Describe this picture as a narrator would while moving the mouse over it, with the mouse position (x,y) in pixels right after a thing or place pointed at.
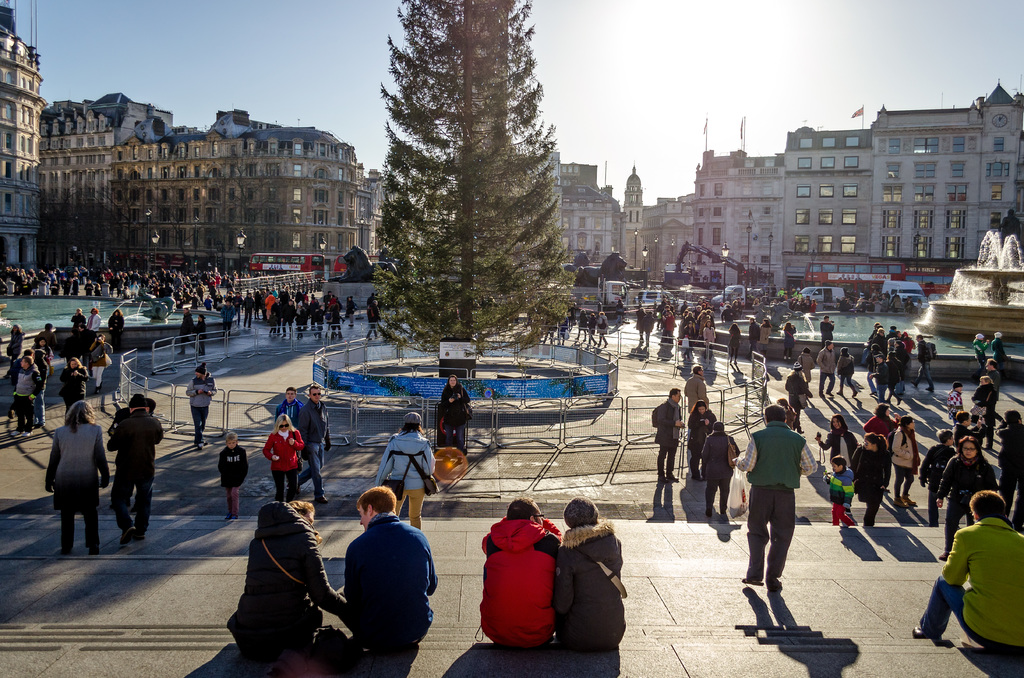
In this image, we can see a group of people (292,604). In the background (988,264), we can see some fountains (971,279), water (42,316) in a pool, building (610,231), glass window (212,219), street light (724,283), trees (532,216), flag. At the top (727,34), we can see a sky (729,47) which is clear.
